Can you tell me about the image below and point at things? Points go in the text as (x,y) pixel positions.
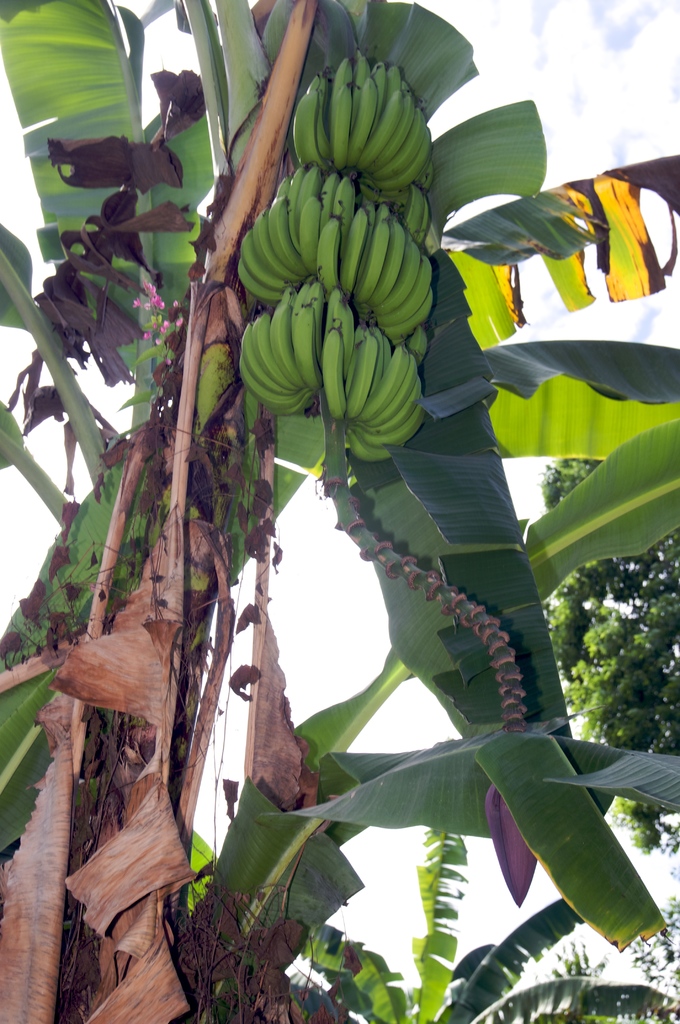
In the image there is a banana tree (618,521) and there are bananas (298,232) to the tree (422,436), in the background (604,600) there is another tree (625,681).
